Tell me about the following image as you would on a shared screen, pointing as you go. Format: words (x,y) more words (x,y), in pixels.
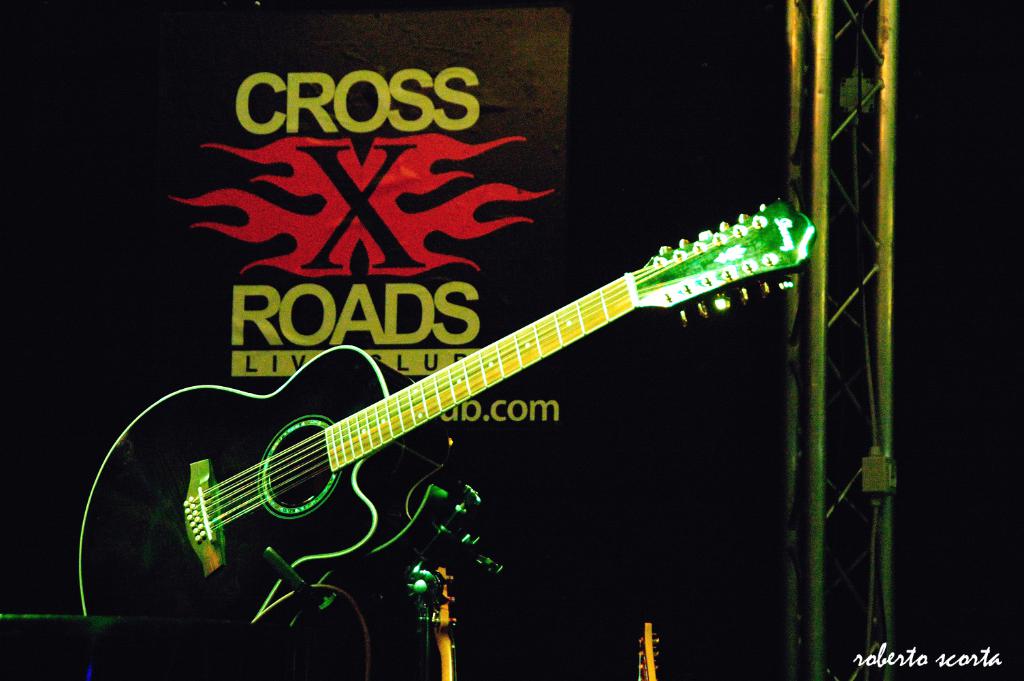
In the image there is a guitar (365,410) in the foreground (784,235), behind the guitar (730,240) on the right side (831,200) there is some object (820,417) and in the background (318,238) there is a logo (262,223) with some names (236,299).
